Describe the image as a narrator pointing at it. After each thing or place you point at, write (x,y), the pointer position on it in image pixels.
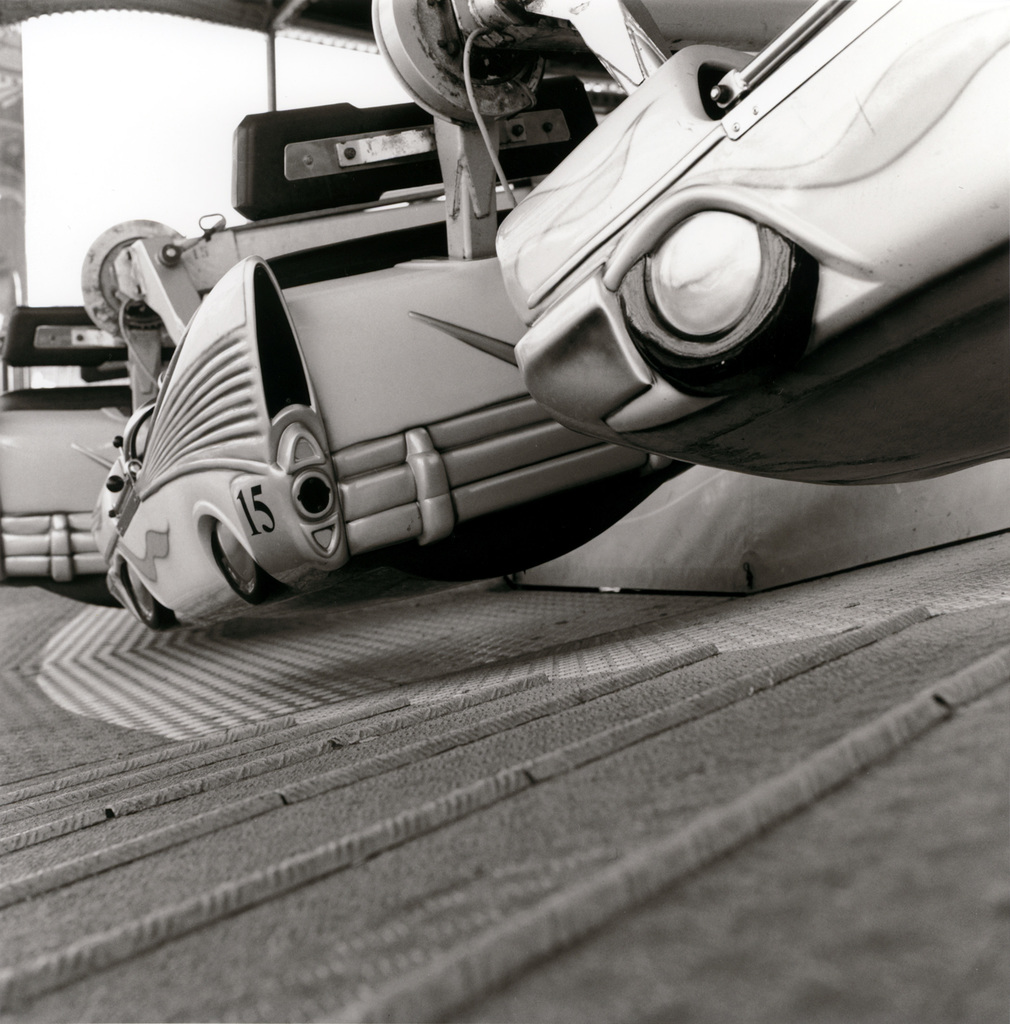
It is a black and white image and in the center (418,438) there is an object (279,494) with number fifteen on it.
